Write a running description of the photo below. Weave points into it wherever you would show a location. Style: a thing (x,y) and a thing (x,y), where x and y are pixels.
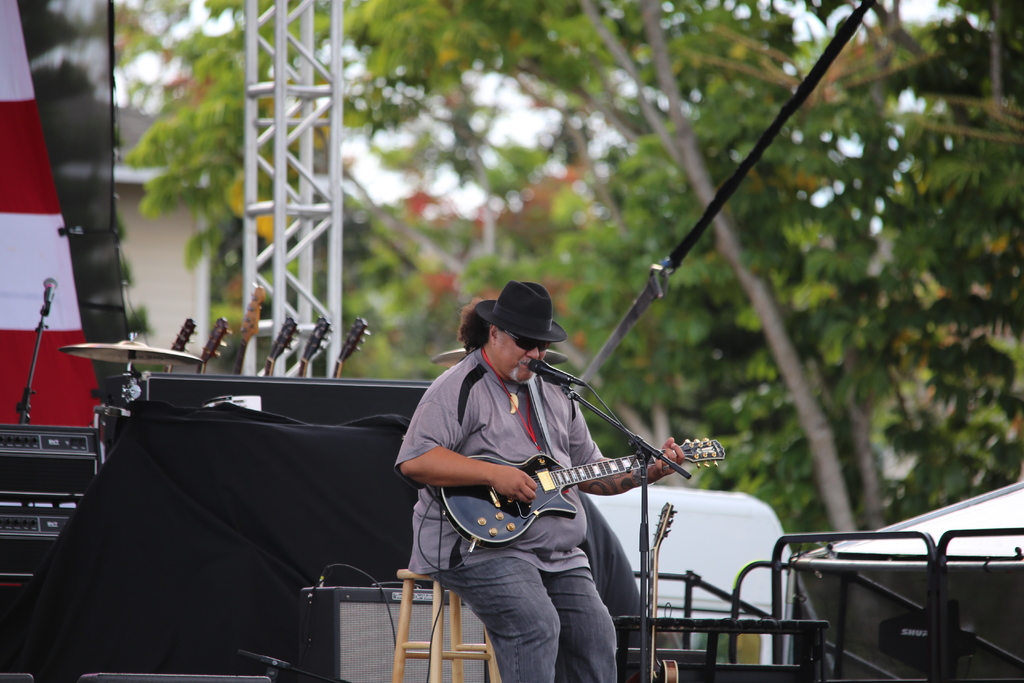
In this picture we can see man (496,567) sitting on stool (404,606) holding guitar (549,474) in his hand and playing it and singing on mic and in background (181,356) we can see musical instruments (293,336), pillar (298,317), tree (654,177), mic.
